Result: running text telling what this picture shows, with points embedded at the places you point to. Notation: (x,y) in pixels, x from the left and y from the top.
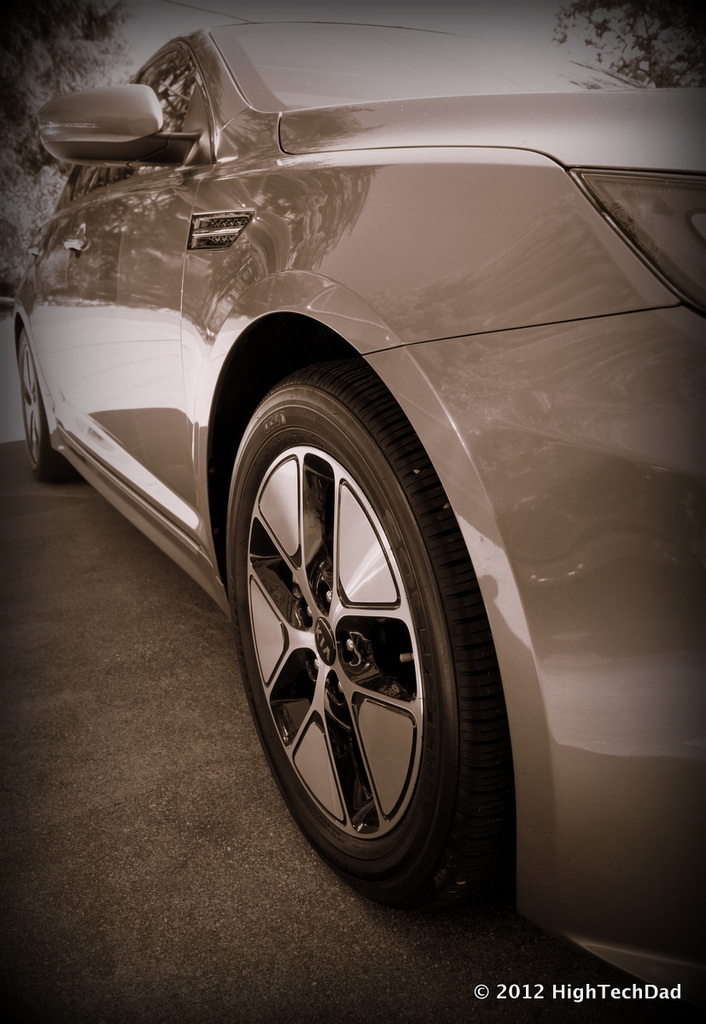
In this picture there is a car (305,742) on the road (214,788) and there are trees (51,85) on either sides of it and there is something written in the right bottom corner (579,997).
